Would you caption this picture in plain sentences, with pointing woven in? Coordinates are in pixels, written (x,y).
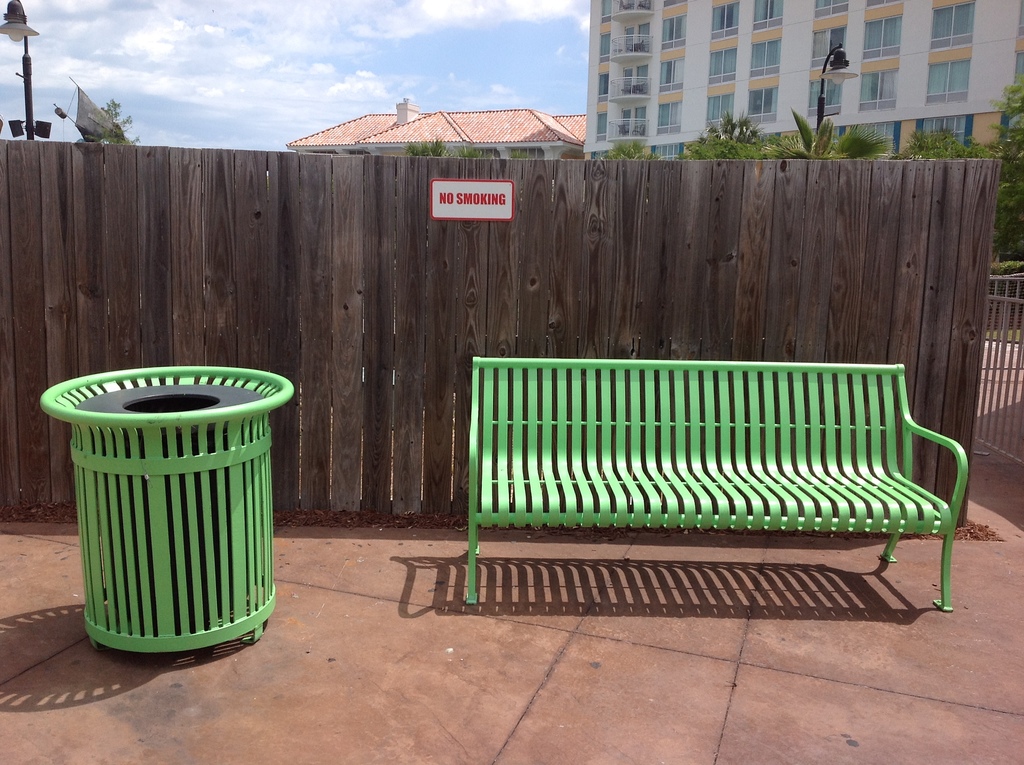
This image is clicked outside. There is a bench (551,512) on the right side (885,476). There is dustbin (238,484) on the left side (218,555). There are trees (796,150) in the middle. There is a building (604,54) at the top (590,86). There is sky (378,32) at the top (254,57).
